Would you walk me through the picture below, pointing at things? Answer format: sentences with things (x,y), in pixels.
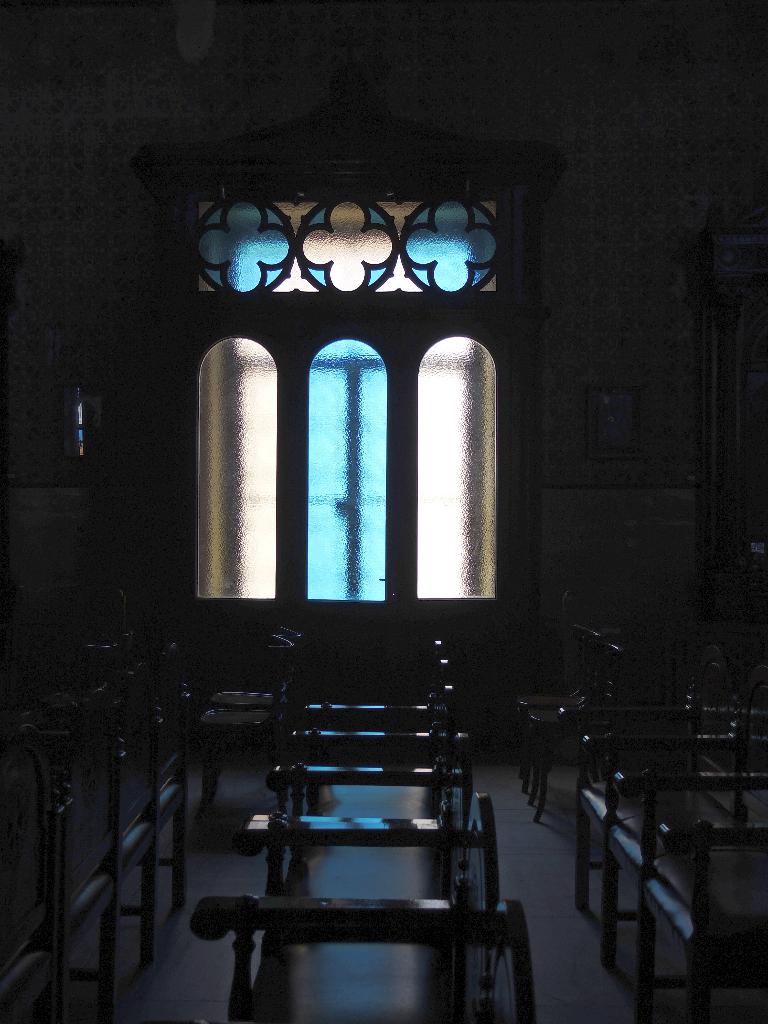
In this image we can see many chairs (491,795). In the back (498,440) there is a window (332,343) with glass (329,447). Also there is a wall (578,112).
